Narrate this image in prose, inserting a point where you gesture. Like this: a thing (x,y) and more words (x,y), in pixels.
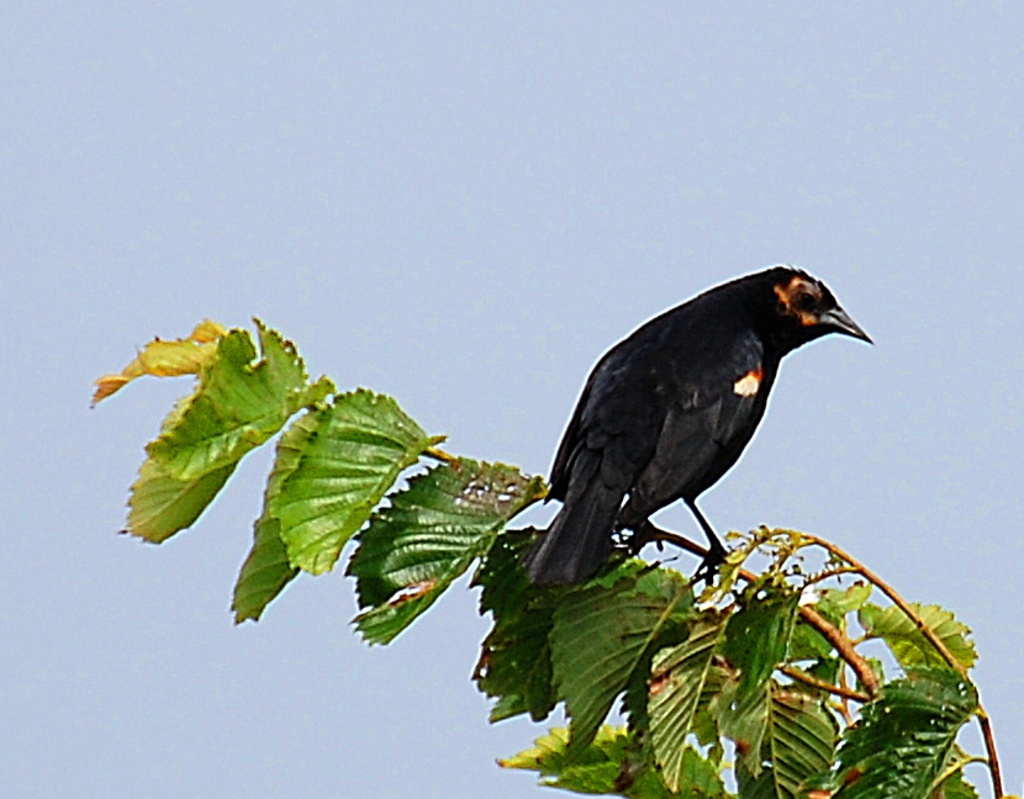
In the foreground of this image (664,496), there is a black bird (707,366) on a branch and we can also see few leaves (579,653) to the branch (646,527). In the background (468,144), there is the sky (435,147).
